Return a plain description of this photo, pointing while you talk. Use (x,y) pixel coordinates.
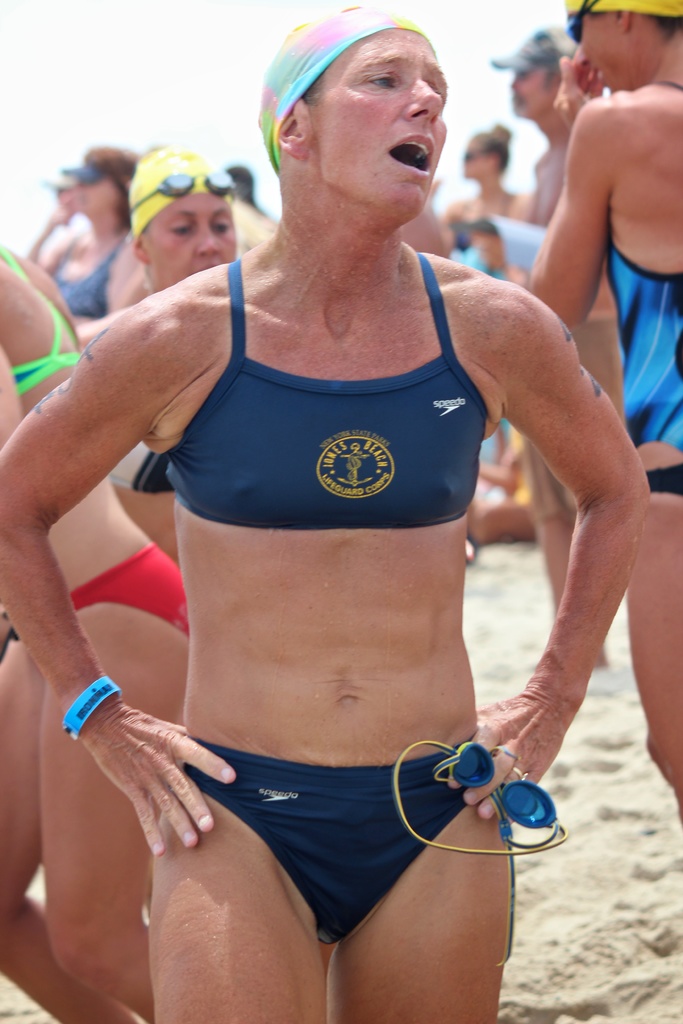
In the picture we can see some women (183,556) are standing with a swim suits (638,310) on the sand (516,646).
